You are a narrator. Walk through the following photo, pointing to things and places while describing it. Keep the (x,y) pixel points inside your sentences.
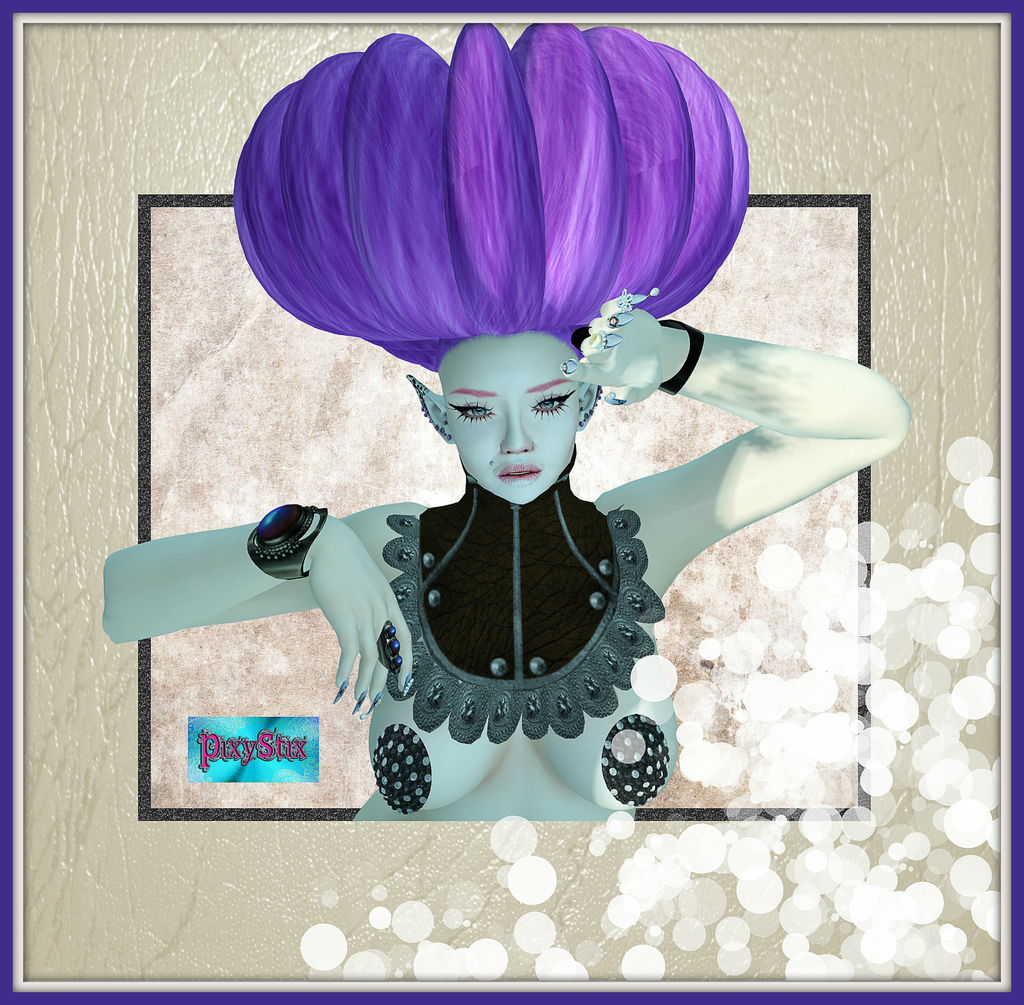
In this picture we can see a frame (580,499), where we can find a woman (361,526), and also we can see some text (203,748).
